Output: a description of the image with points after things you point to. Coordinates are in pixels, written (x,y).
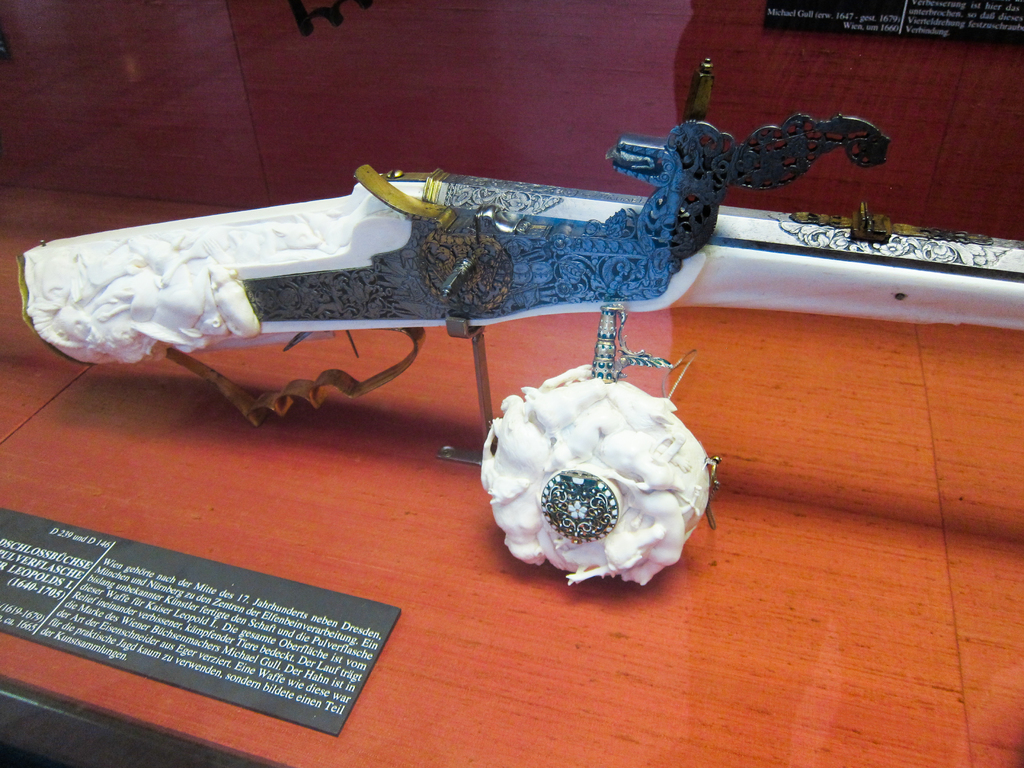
In this image, we can see a gun (898,287) and there are two white color objects (602,393), there is a black color board (328,714) on that there is some text (353,698) printed.
